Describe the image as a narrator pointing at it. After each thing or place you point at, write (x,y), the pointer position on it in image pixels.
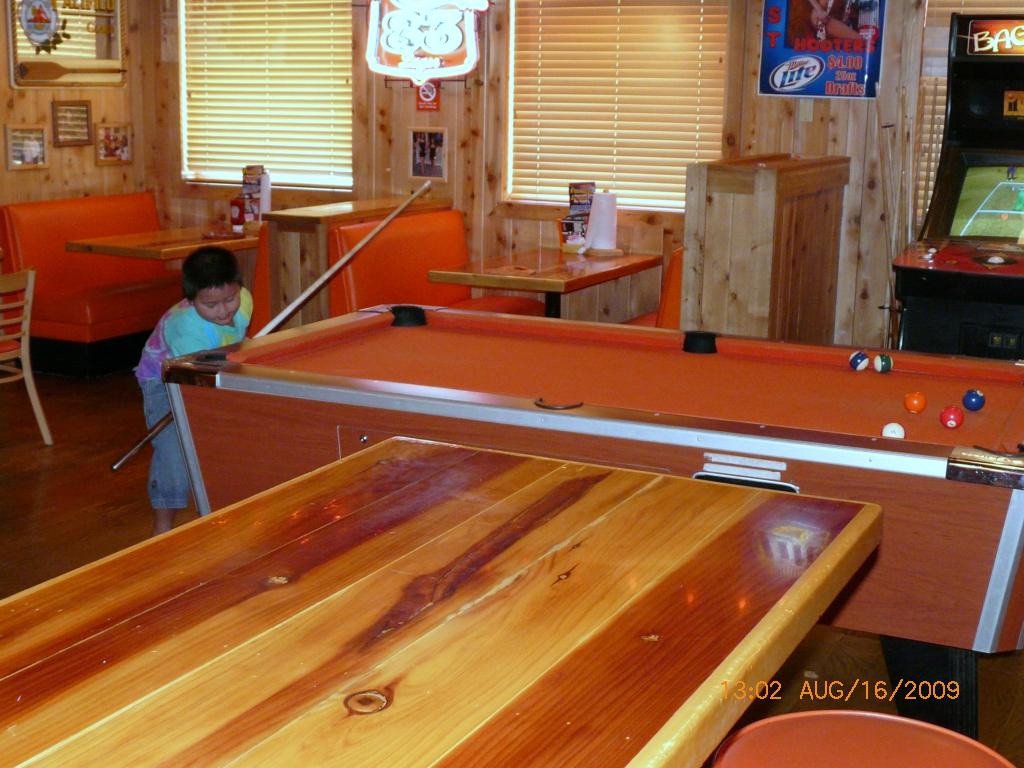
The picture is taken inside a room (74,420). In the image there are many tables (579,271) and chairs (17,334) and at the center of the image (425,377) there is a billiard table (684,383) and on it there are balls (909,406). A boy (155,391) is standing beside it. In the background (826,117) there is wall (826,117) and on the wall (42,120) there are picture frames (83,140) hanging and posters (797,48) stuck.
